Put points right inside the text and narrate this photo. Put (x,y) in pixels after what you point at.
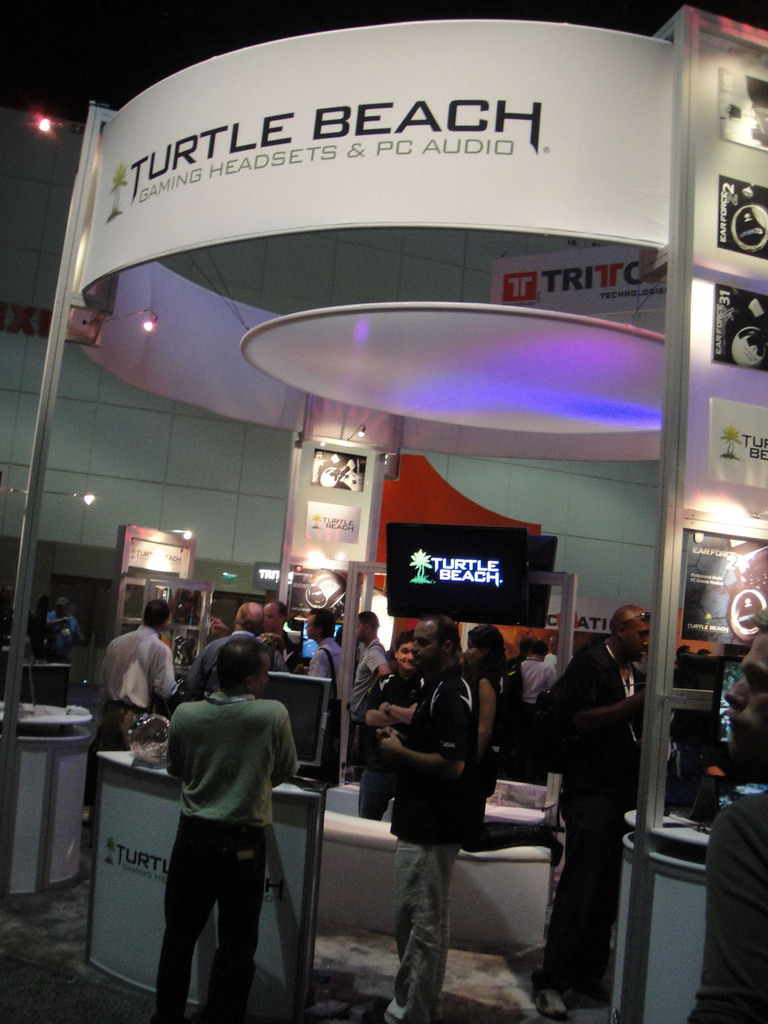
In this picture we can see there are groups of people (266,715) standing. In front of the people (272,736) there are televisions (418,583), boards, lights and some objects (189,600).
